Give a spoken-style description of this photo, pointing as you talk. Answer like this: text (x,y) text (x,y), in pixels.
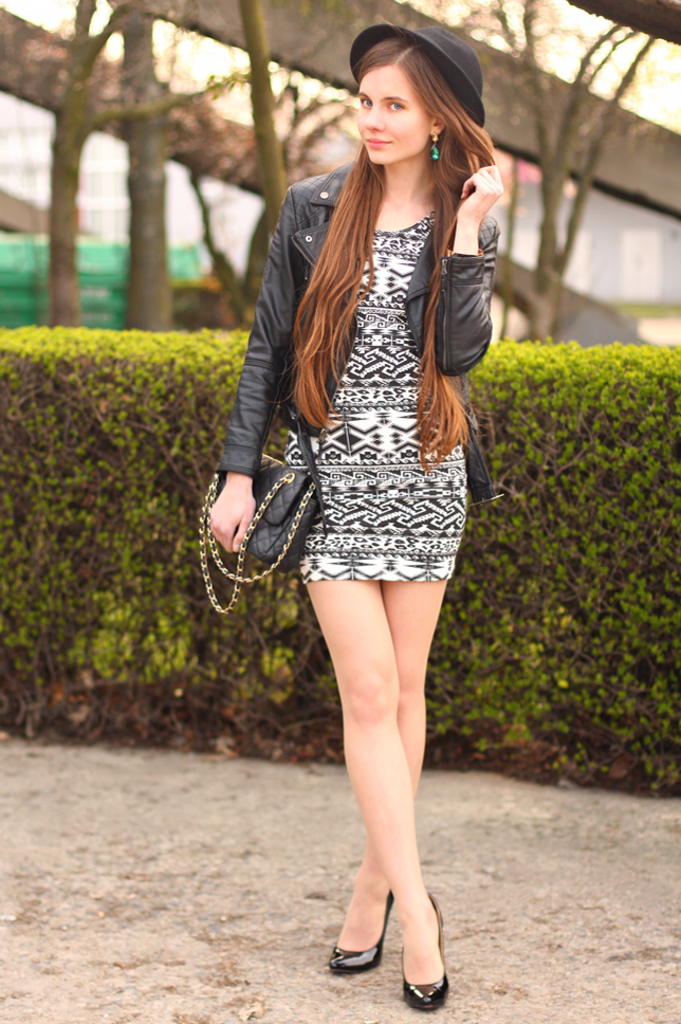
In this image we can see a woman (435,940) standing on the ground (258,865). In the background (140,403) we can see bushes (120,331), trees (140,118) and sky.
